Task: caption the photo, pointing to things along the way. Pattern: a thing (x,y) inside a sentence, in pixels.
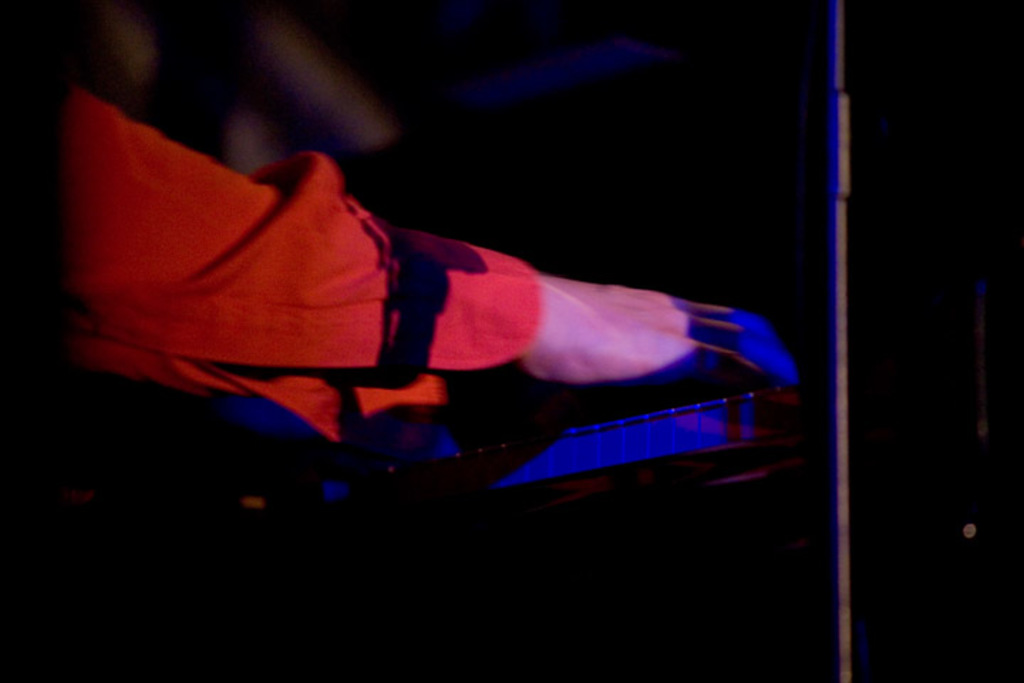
In the center of the image (504,304) we can see a person's hand (559,343). In the background (768,311) the image is dark. On the right side of the image (840,135) a pole (834,513) is there.
